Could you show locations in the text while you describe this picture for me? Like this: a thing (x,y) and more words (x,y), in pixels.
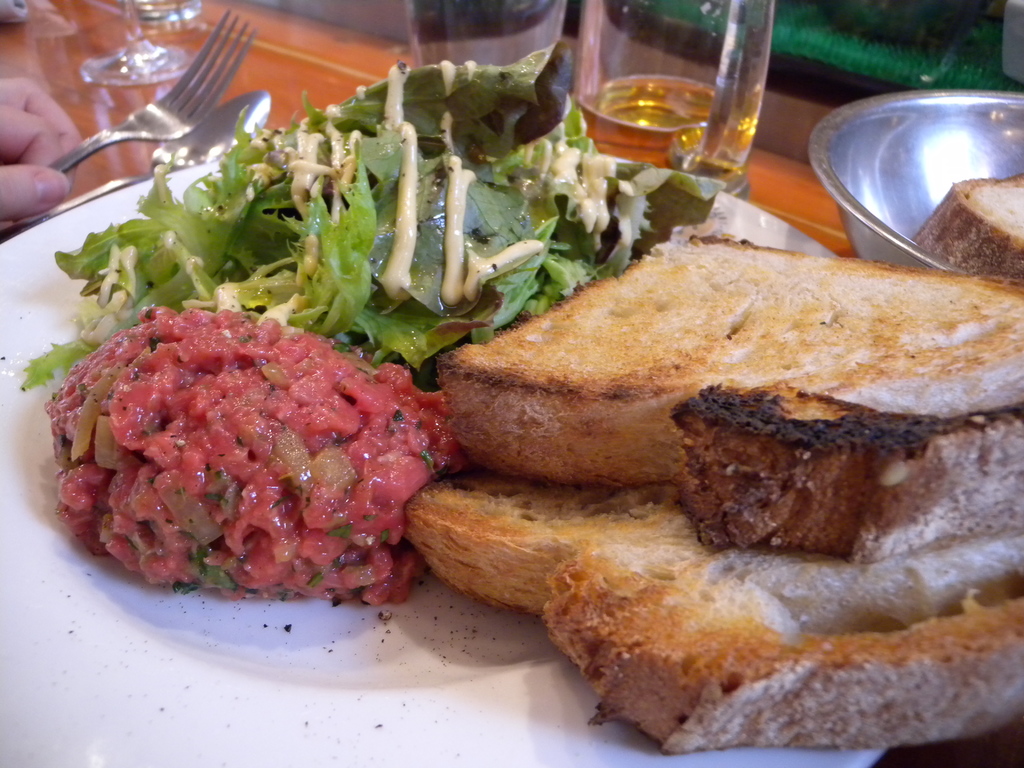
In this image I can see the food (438,561) in the white color plate (374,613). I can see few glasses (712,166), bowl (856,241), spoon (212,120) and few objects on the brown color surface (334,82) and the person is holding the fork (190,90).
